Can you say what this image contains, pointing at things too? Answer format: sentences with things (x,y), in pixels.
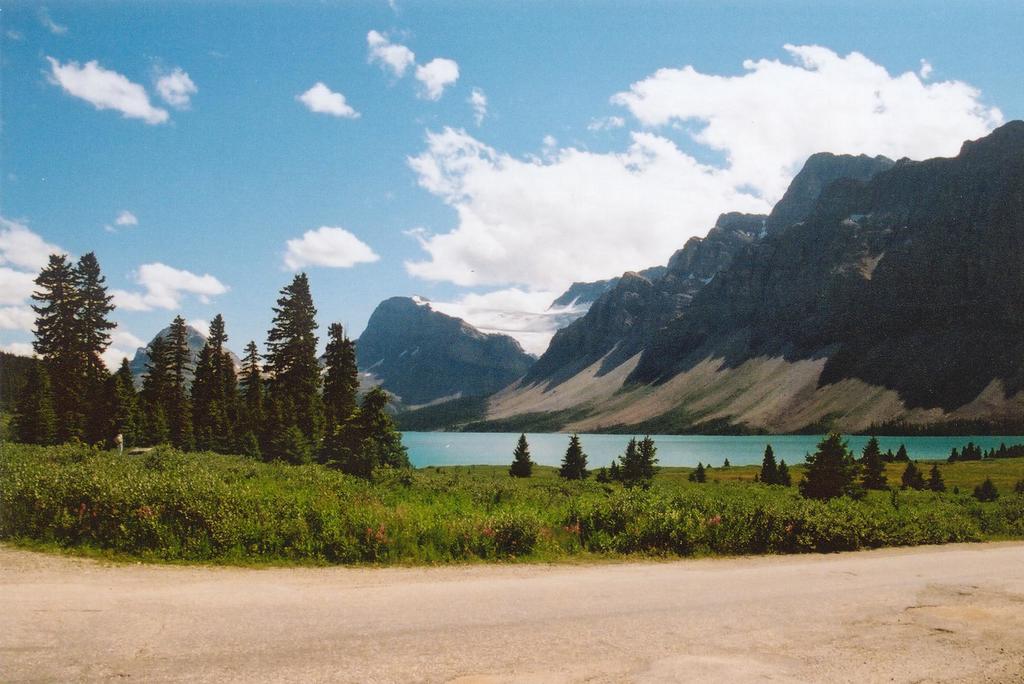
In this picture, we can see the ground (539,583) with grass (425,527), plants (123,501), trees (824,485), mountains (733,343), water (726,438) and the sky (409,236) with clouds (473,172).
